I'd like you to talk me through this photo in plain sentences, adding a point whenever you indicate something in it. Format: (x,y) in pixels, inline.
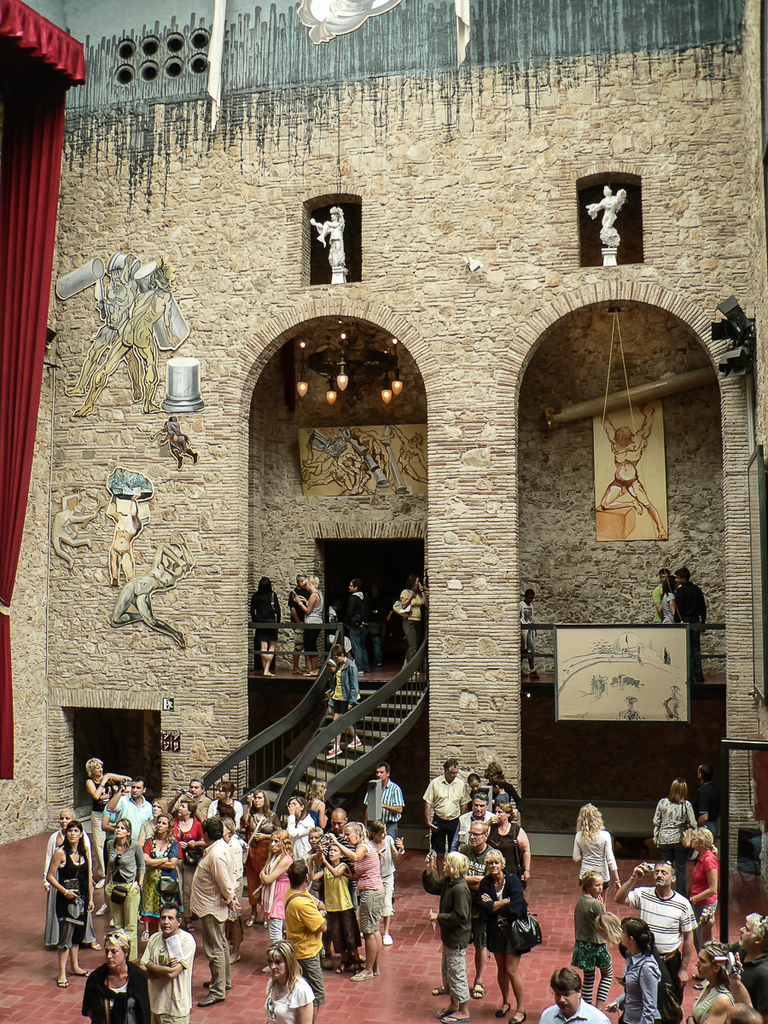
In this image I can see number of people (639,954) are standing. I can also see stairs (284,791), few boards (635,710), few sculptures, red colour curtain (18,162) and I can also see graffiti (182,316) on this wall (300,410).
